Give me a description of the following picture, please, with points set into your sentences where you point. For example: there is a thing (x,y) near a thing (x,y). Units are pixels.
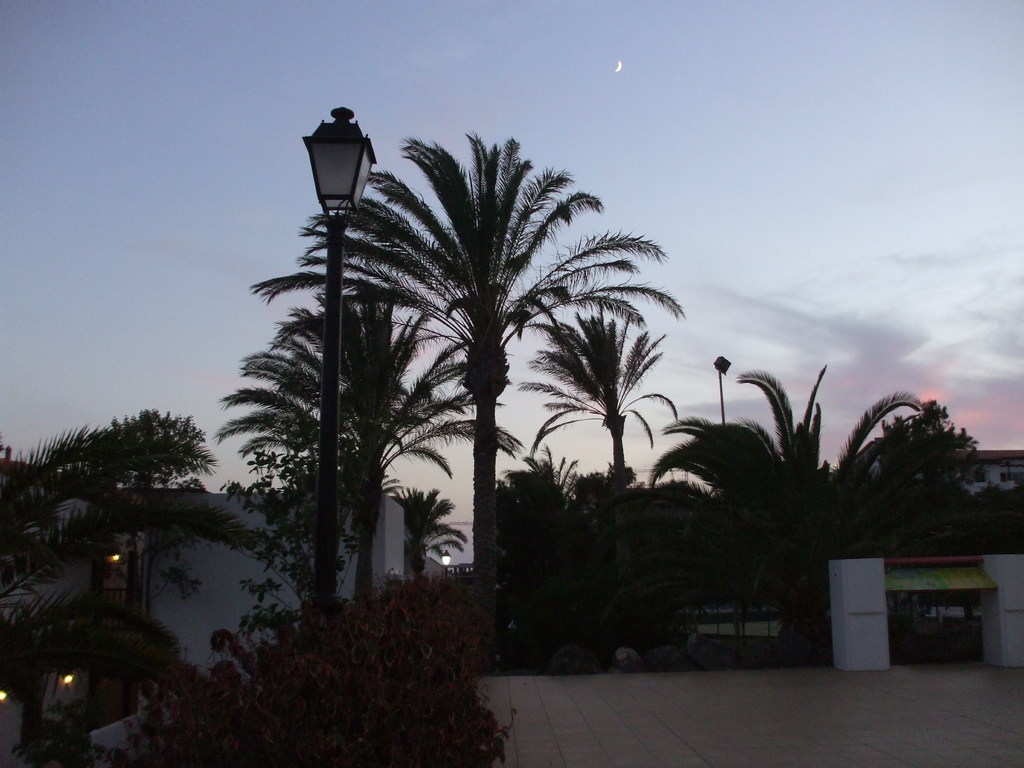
In this image we can see plants (767,596), trees (681,529), poles (329,459), lights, floor (992,764), pillars (1014,660), and houses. In the background (684,165) there is sky (625,324) with clouds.
